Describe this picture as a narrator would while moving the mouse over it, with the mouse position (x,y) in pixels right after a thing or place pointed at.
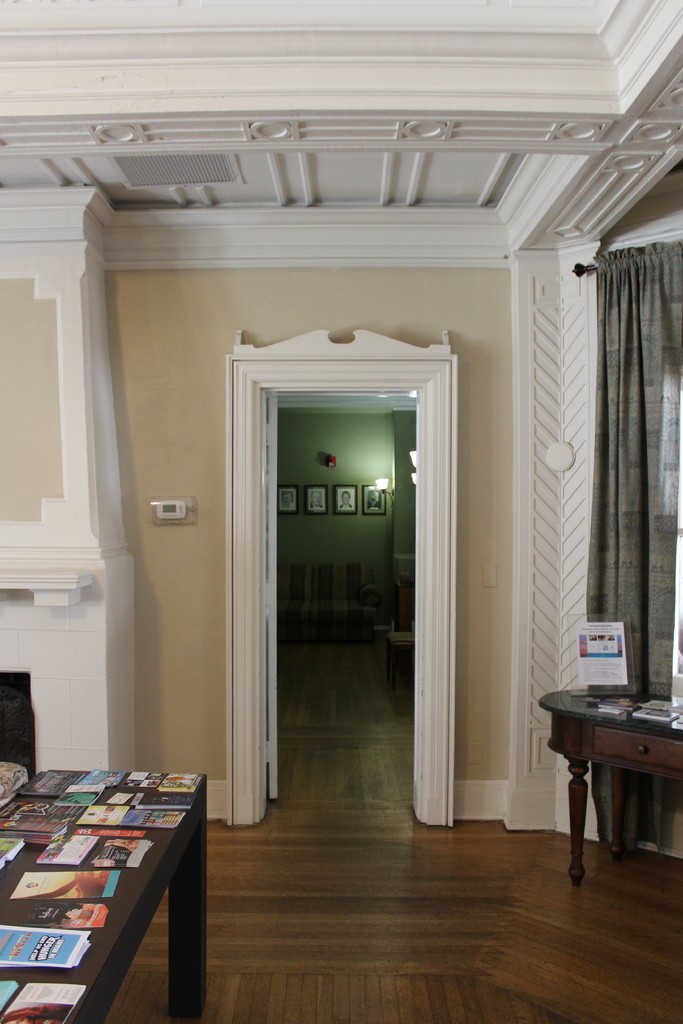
This picture is clicked inside the room (391,830). In the left bottom of the picture (160,871), we see a table (125,900) on which books (104,820) and papers (53,957) are placed. Beside that, we see a white wall (129,582) and beside that, we see a door (254,690) from which we can see a green wall (342,549). We even see many photo frames (384,503) are placed on that wall (392,614). On the right corner of the picture (602,303), we see a curtain (610,438) in grey color and we even see a table (677,760) on which books (618,701) are placed.
